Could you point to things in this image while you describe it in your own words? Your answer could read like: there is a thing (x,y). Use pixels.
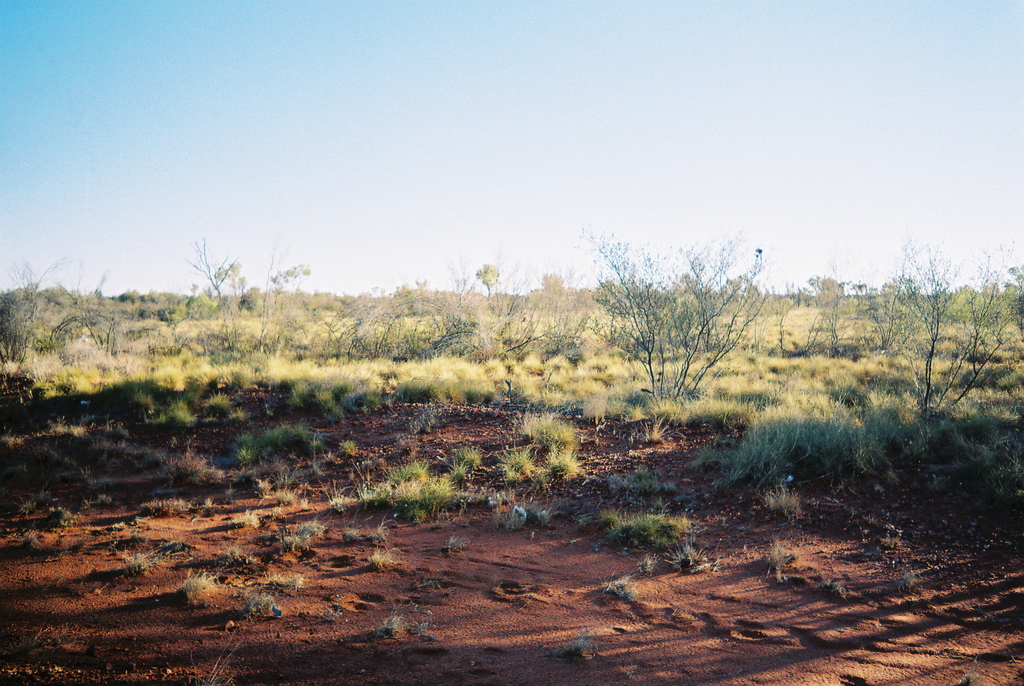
In this image in the center (389,386) there is grass (410,386) on the ground (385,381) and there are plants (668,316).
